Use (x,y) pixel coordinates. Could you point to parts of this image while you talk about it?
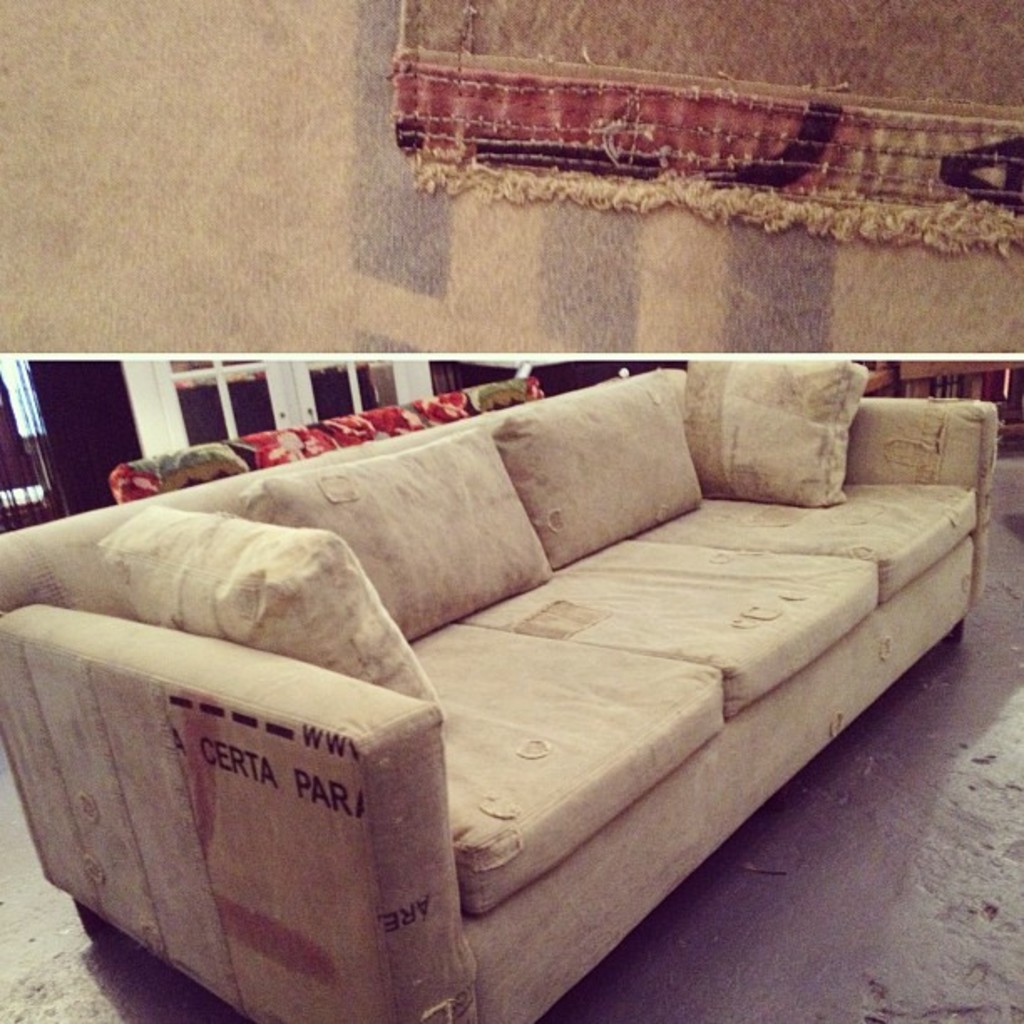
As we can see in the image there is a wall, mat (556,133), sofa (537,629) and on sofa (480,704) there are pillows (478,474).
